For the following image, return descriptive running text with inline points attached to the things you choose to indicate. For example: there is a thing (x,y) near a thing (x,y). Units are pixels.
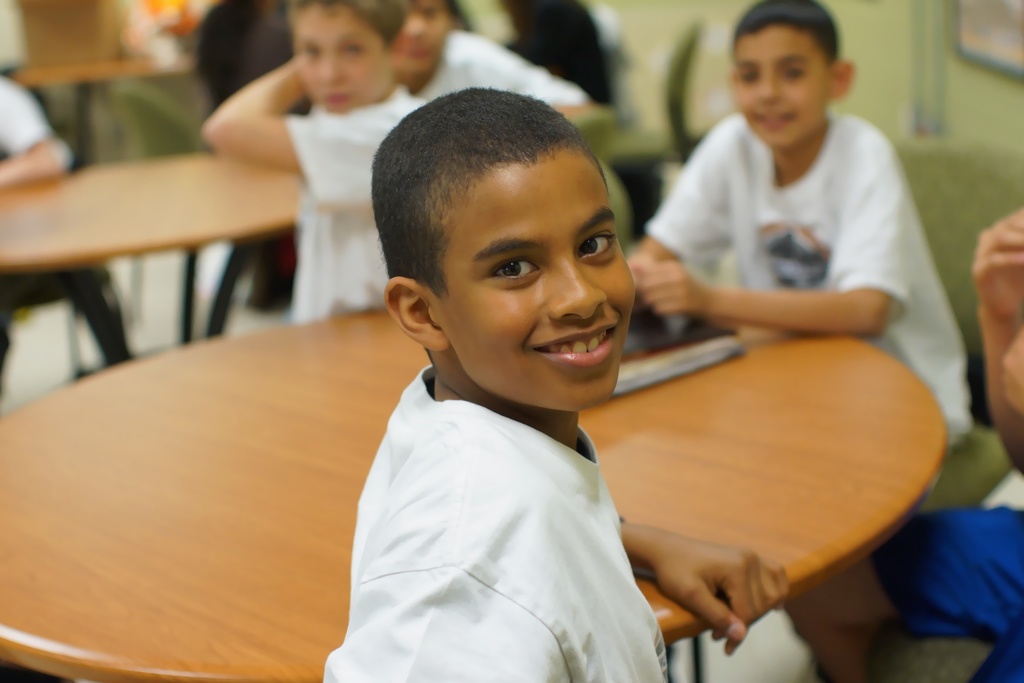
In this image I see a boy (402,190) who is smiling and is in front of a table (707,384). In the background (684,258) I see lot of boys (707,302) and there is another table (3,264) over here.
